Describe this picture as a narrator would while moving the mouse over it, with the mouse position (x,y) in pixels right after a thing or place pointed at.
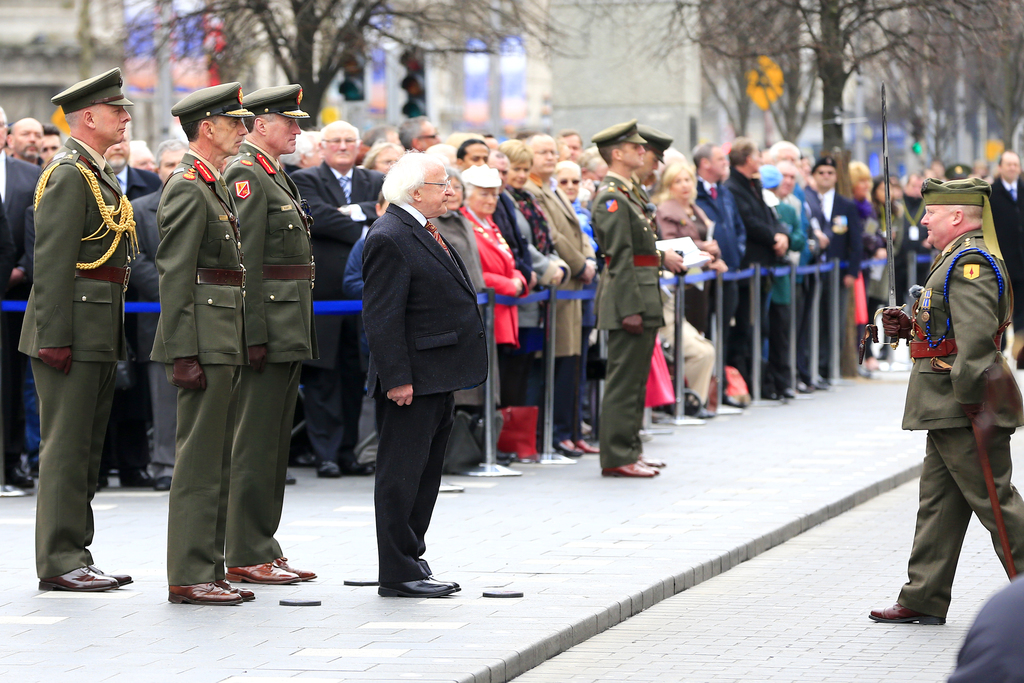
This picture is clicked in the city (510,122). At the bottom (630,590), we see the pavement (688,589). On the right side (983,285), we see a man (986,418) in the uniform (923,368) is walking. On the left side (231,242), we see three men (288,272) in the uniform (208,292) are standing. We see a man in the blazer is standing. Beside them, we see the barrier poles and behind that, we see the people (533,289) are standing. There are trees (312,67), traffic signals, poles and buildings (565,96) in the background (424,95). This picture is blurred in the background (146,40).
